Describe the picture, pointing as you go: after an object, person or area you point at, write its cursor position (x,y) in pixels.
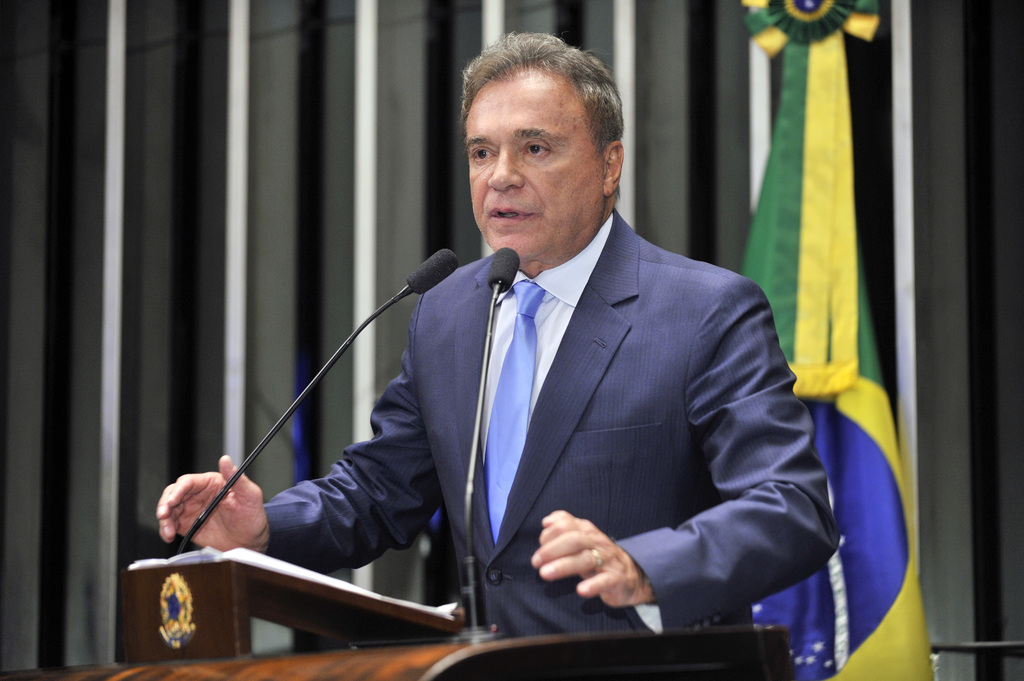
In the center of the image (567,417) we can see a man (565,498) standing, before him there is a podium (362,623) and we can see papers (254,557) and mics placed on the podium (303,653). In the background (850,472) there is a flag (788,153) and a curtain (211,153).
